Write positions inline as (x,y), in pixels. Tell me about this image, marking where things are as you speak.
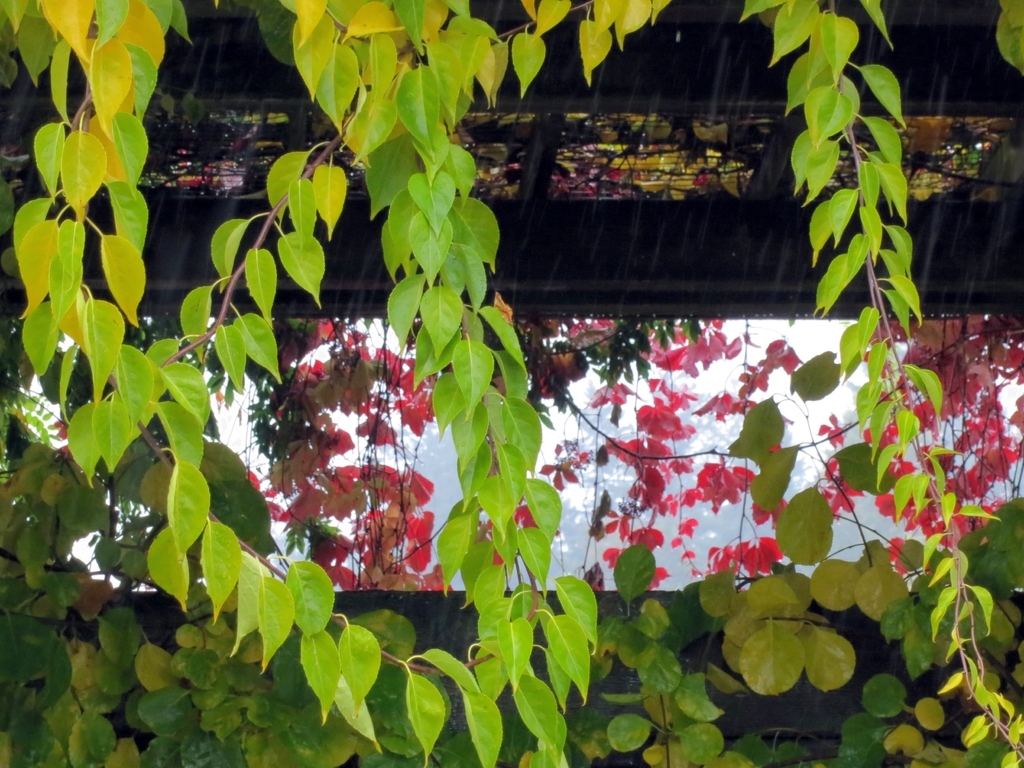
In this image we can see leaves (55,650) in green and pink color.
